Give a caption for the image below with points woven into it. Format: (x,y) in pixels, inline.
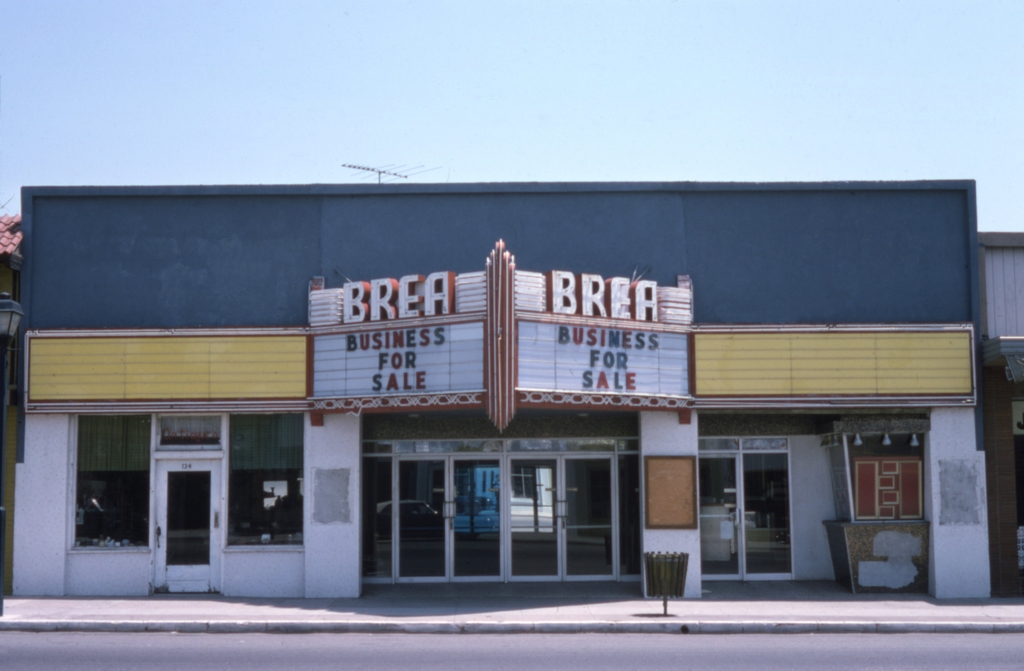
In this picture we can see buildings (466,490) with windows (240,466), name boards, road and in the background (402,140) we can see the sky (529,171).
